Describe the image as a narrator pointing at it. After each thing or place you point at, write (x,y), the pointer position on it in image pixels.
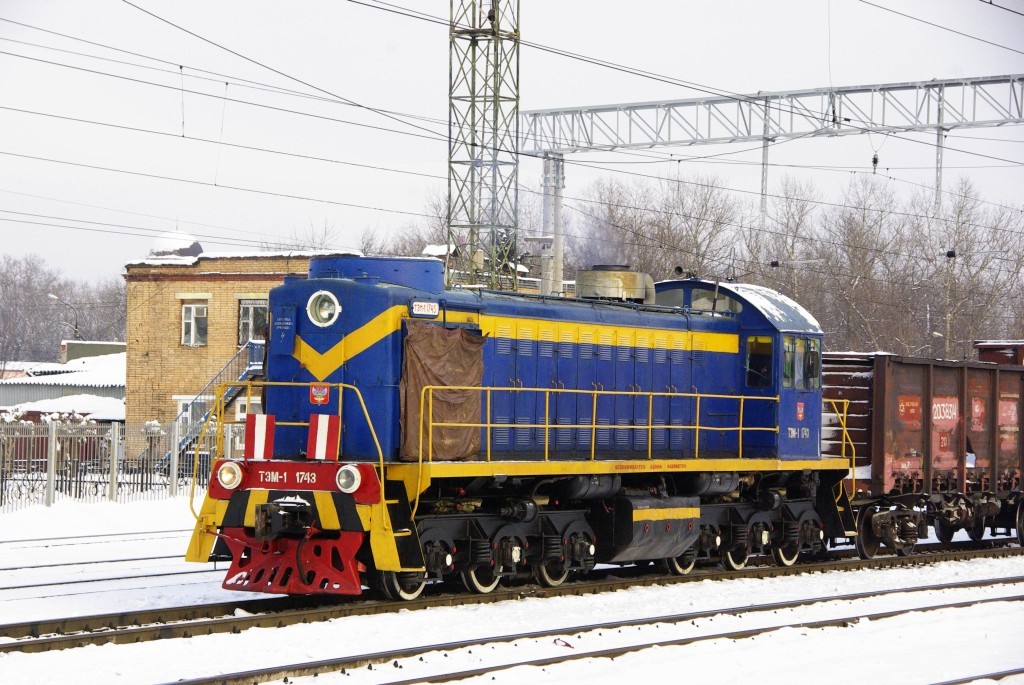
In this picture there is a train (382,411) in the center of the image (363,285) and there are sheds (53,392) on the left side of the image (38,399), there is snow (607,596) at the bottom side of the image (923,602) and there are trees (16,289) in the background area of the image (1,287).
